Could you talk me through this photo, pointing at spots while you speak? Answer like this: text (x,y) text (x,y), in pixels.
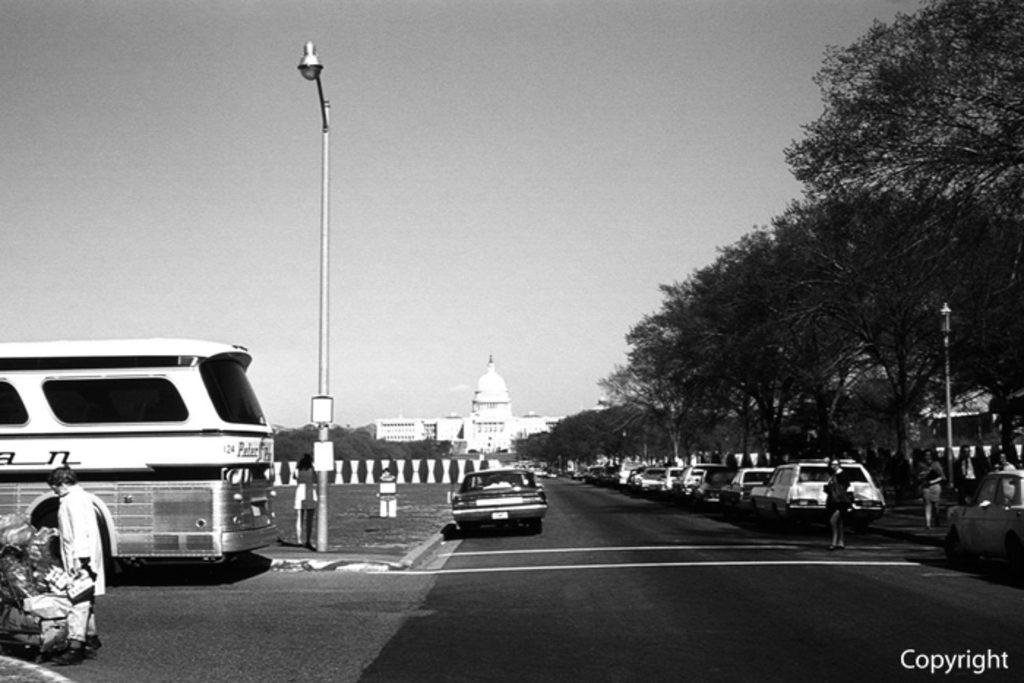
In this image at the bottom (356,558) there is walkway (531,581), and on the walkway (853,581) there are some vehicles (43,488) and some people (65,479) are standing. And also there are some trees (823,415), buildings (973,419), lights (327,271), wall (335,476) and at the top (398,129) there is sky (454,296). And in the bottom right hand corner (929,662) there is text (991,659).
